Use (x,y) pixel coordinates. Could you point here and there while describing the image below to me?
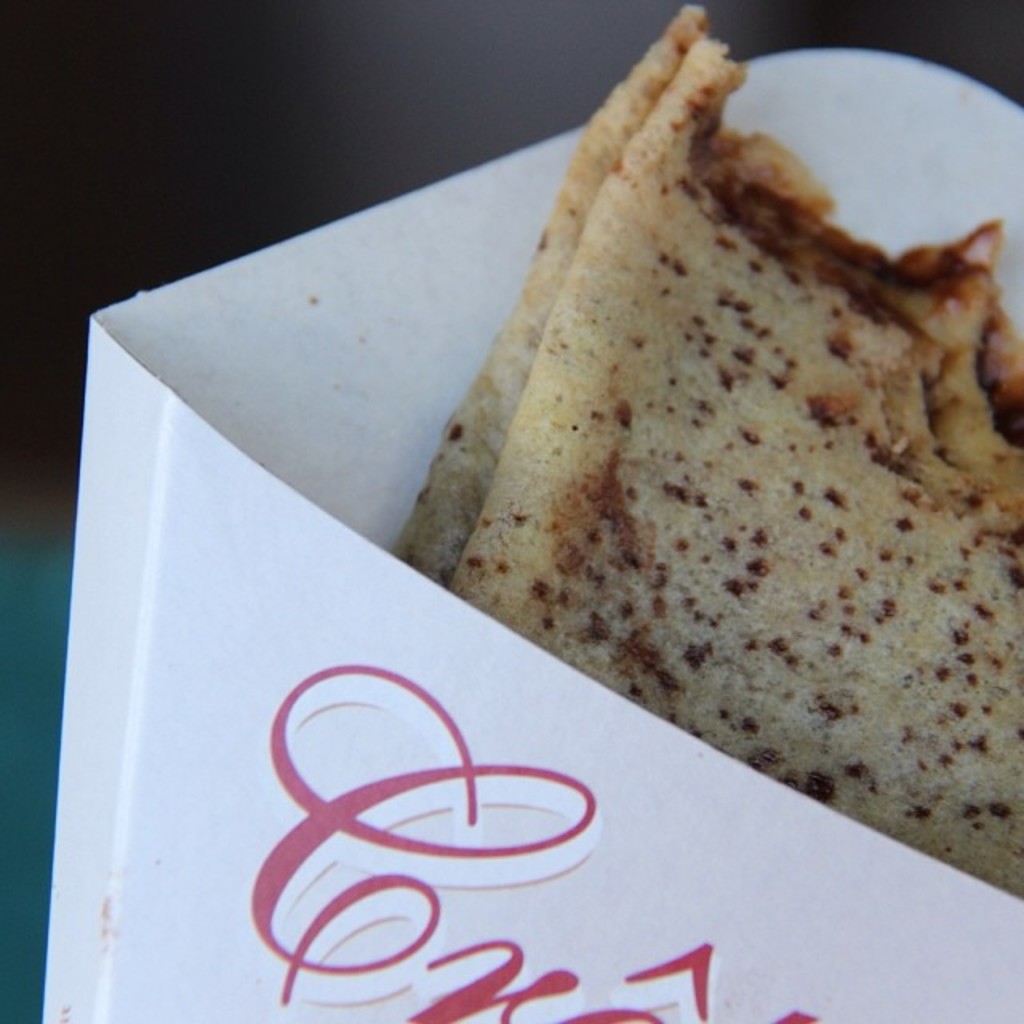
In this image I can see a paper box (417,270) and in it I can see food (626,377). On the bottom side of this image (280,761) I can see something is written on the box (468,783) and I can see this image is little bit blurry in the background (107,83).
